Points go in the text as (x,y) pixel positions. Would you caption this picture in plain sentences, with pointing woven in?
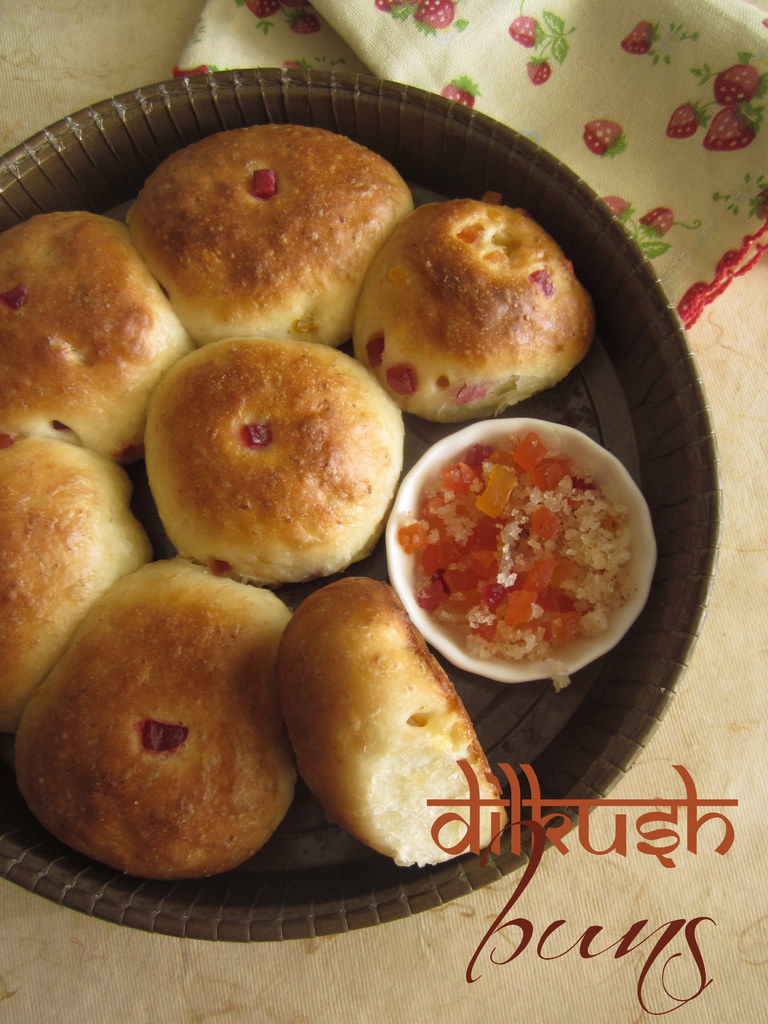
In this picture I can see many breads (329,570) which are kept in the bowl (317,921). Beside that I can see some sweets (540,553) in a cup (637,531). At the top (651,10) I can see the towel (678,20) which is kept on the table (760,360). In the bottom right corner (527,774) there is a watermark (598,872).
